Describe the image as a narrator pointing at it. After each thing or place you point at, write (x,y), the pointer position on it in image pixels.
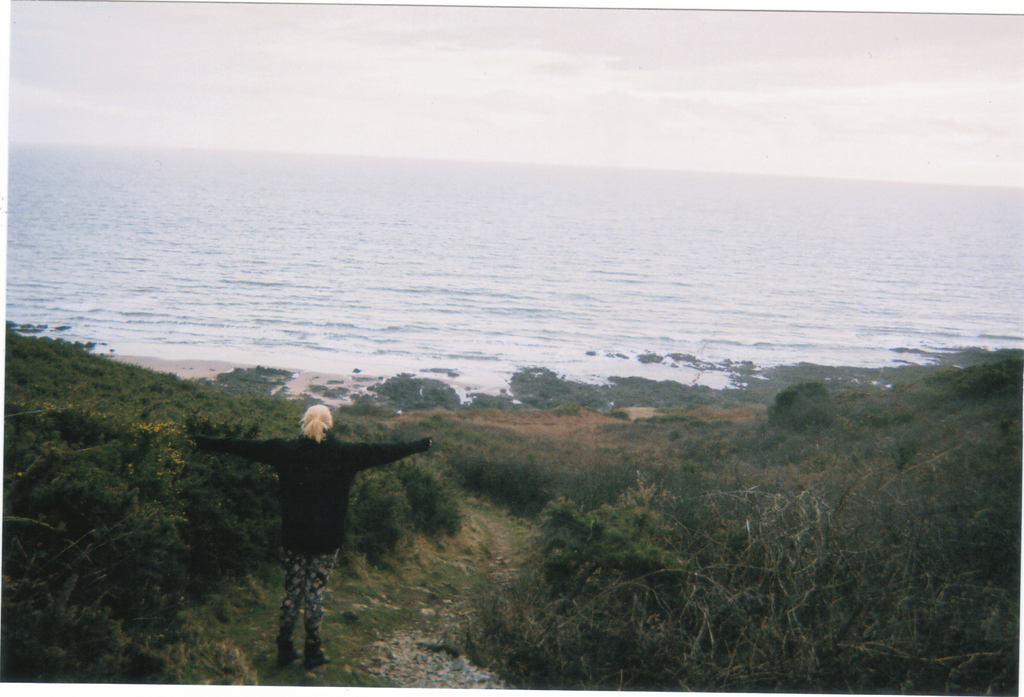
In this picture we can see a person (285,633) standing on the ground (376,577), water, trees (383,528) and in the background (870,119) we can see sky (677,82) with clouds (707,82).
